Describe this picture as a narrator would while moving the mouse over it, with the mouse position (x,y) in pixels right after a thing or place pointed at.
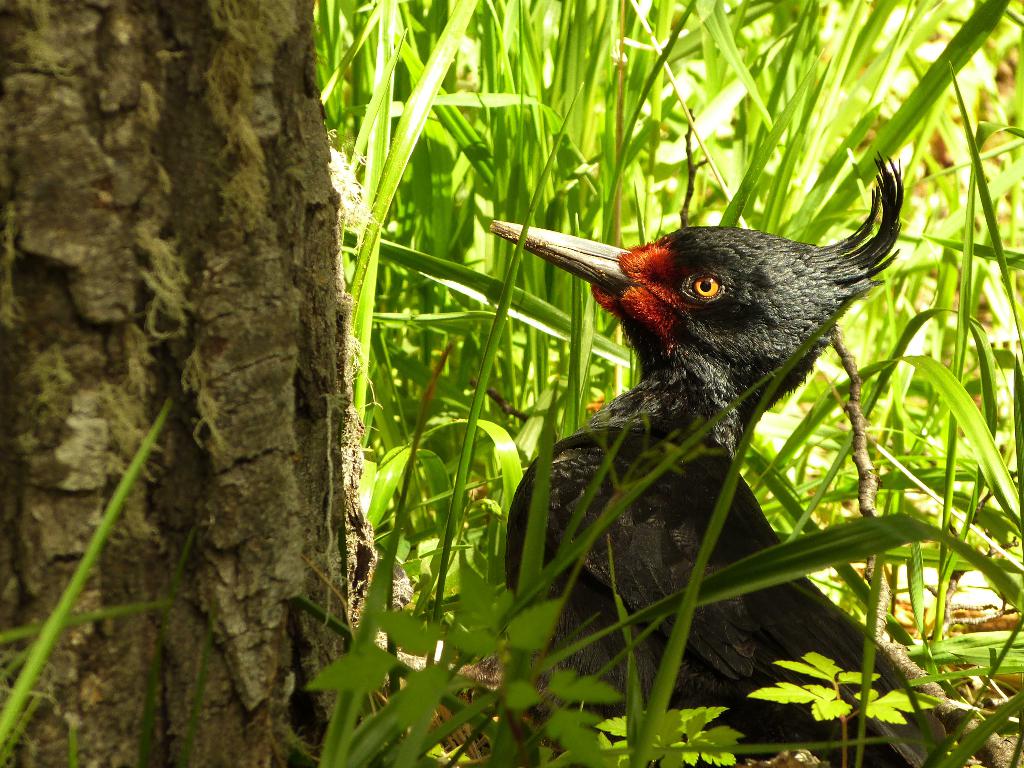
In this image we can see a bird (686,552) in the grass (741,567). And we can see the tree trunk (353,539).
